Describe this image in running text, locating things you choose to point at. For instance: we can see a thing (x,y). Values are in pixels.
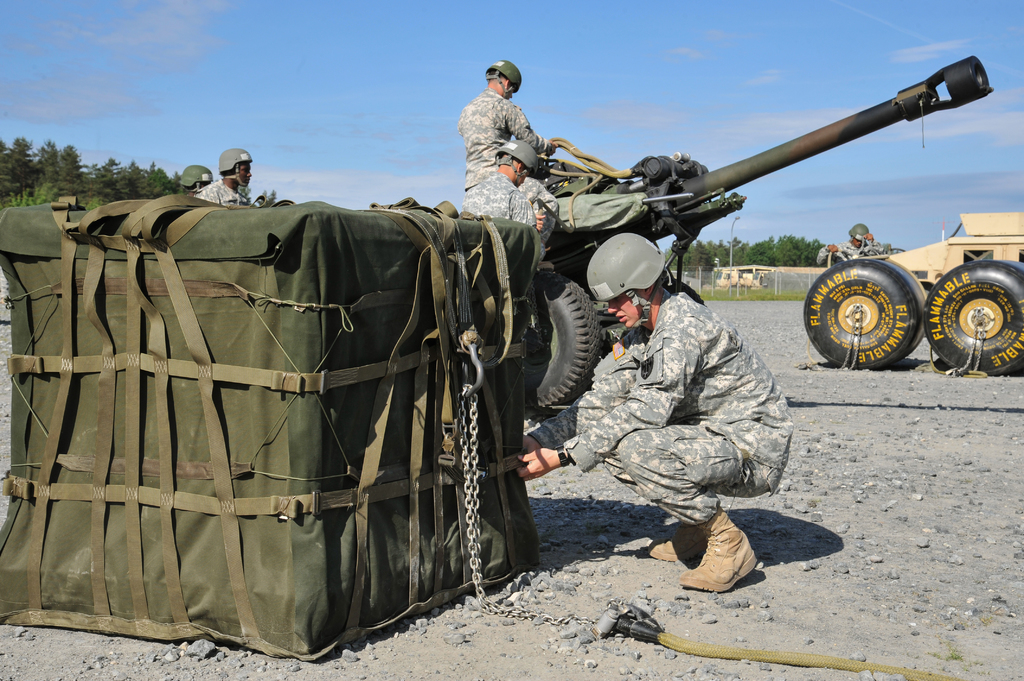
In this image there is one object (271,463) kept on the left side of this image (312,453) and there is one person (684,435) sitting at right side (692,408) to this object (399,436). There is one vehicle (922,271) at right side of this image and there is one another vehicle (576,340) in middle of this image (557,282). There are two persons (537,157) standing on to this vehicle (549,202) and there are some persons (245,185) at left side of this image (225,185), and there are some trees (724,256) in the background (724,256). There is a sky (641,53) at top of this image (612,61). There is one pipe (669,645) on the bottom of this image (701,647).
